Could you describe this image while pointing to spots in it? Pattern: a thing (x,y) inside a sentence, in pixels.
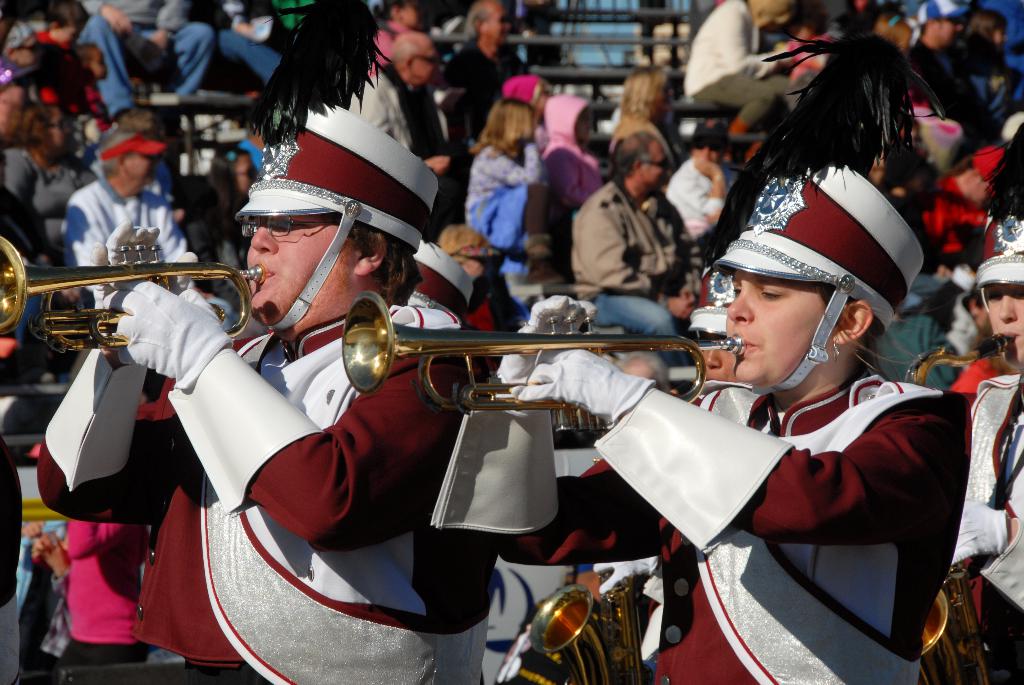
This picture shows few people (505,38) are standing and few are seated and we see few of them wore caps (1023,281) on their heads (8,100) and we see few of them playing trumpets (367,311).
